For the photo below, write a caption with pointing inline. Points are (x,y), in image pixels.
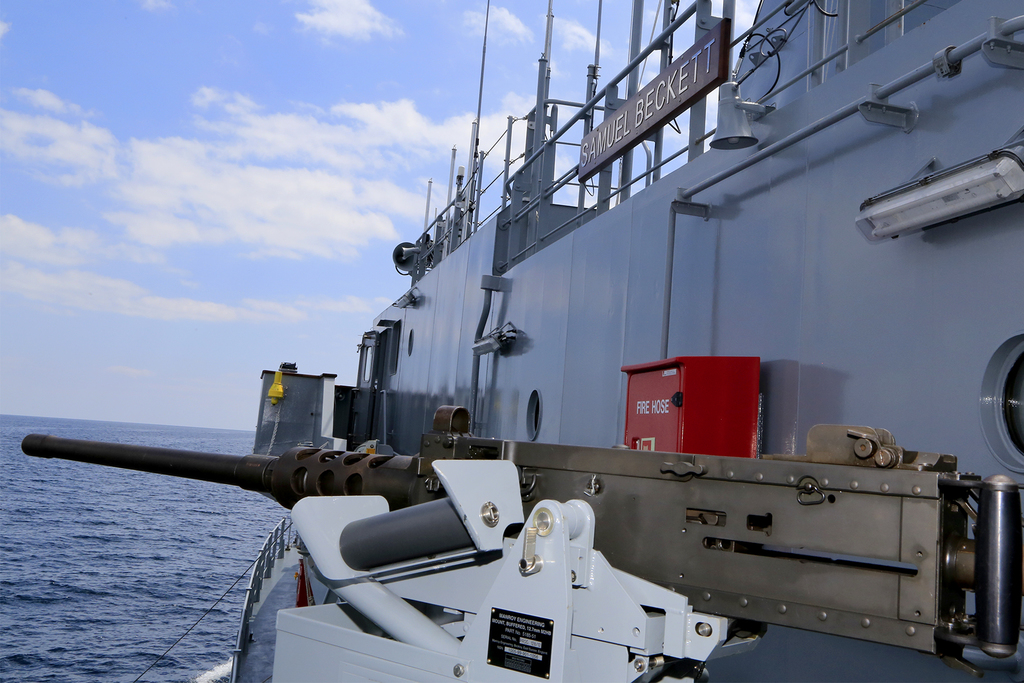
In this image I can see a ship (527,577) which is white, black and grey in color is on the surface of the water (180,545) and I can see the sky (245,209) in the background (210,216).
